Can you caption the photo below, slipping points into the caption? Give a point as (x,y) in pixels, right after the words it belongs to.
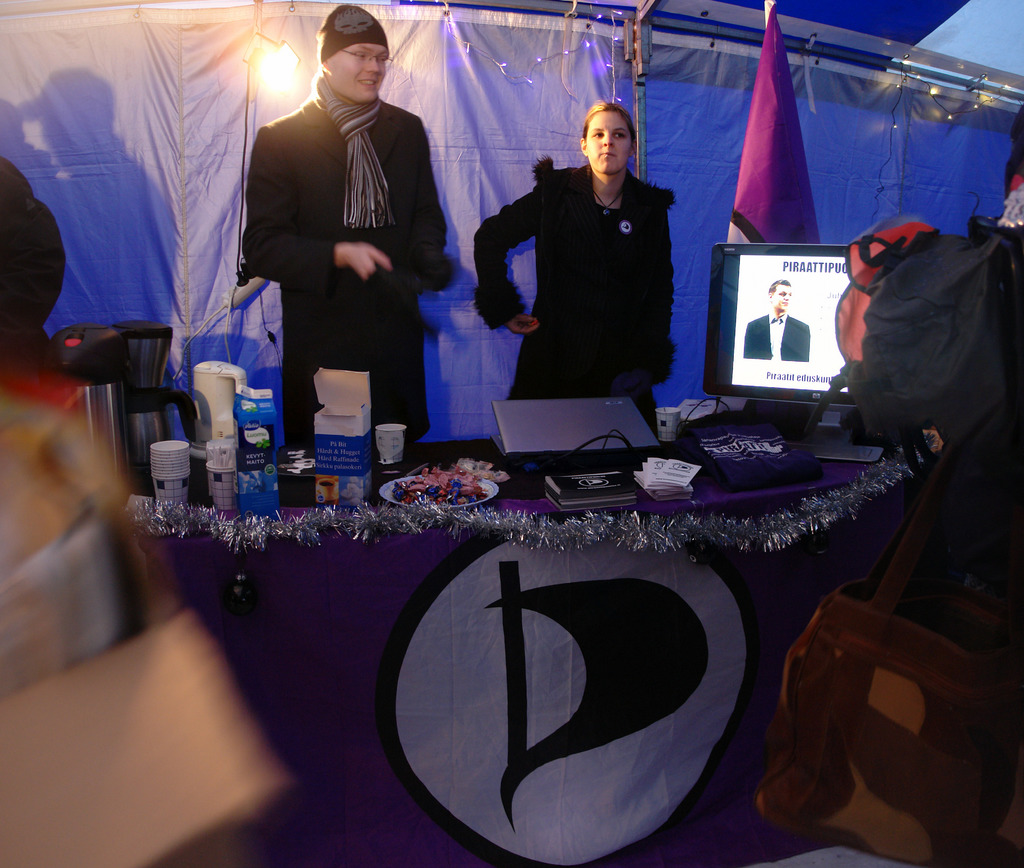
There are cups (182,478), kettle (200,432), glass jar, food packets (259,414), laptop (563,423), cables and a monitor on the table (463,591). Behind it there are two persons (389,154), cloth (458,203), flag (787,186). On the left (93,762) and right there are few people (968,560).
